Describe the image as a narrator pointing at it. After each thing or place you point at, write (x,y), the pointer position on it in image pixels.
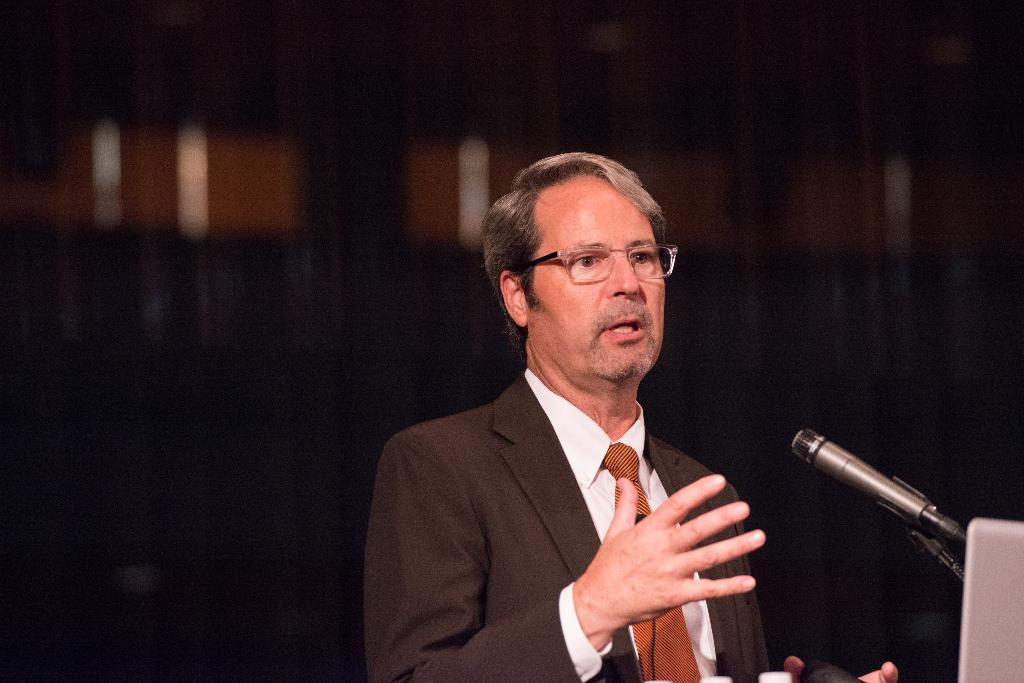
Background (33,50) portion of the picture is dark. In this picture we can see a man (620,277) wearing spectacles (670,261), shirt (593,439), tie (635,466), blazer (464,490) and he is talking. On the right side of the picture (1008,613) we can see a microphone (872,498) and an object (996,682).
